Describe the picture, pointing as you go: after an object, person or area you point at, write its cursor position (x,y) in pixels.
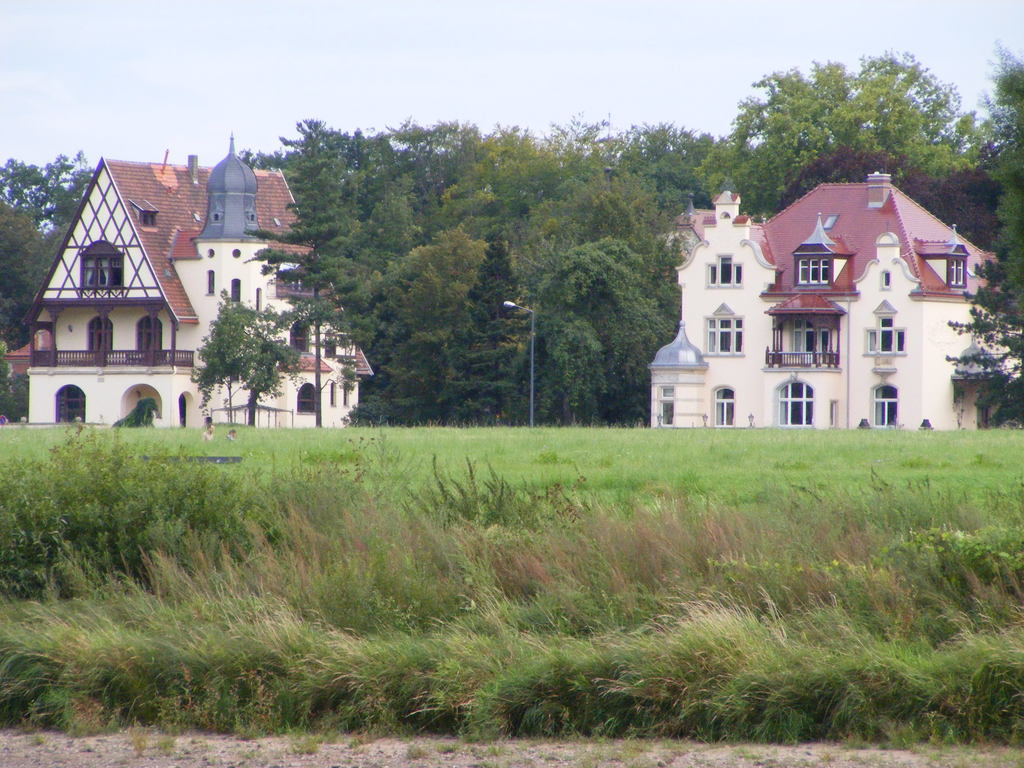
In this image I can see the grass (608,510). In the background (338,385) I can see the buildings (858,335) with windows (713,281). I can also see many trees (476,135) and sky (392,72) in the back (379,86).
